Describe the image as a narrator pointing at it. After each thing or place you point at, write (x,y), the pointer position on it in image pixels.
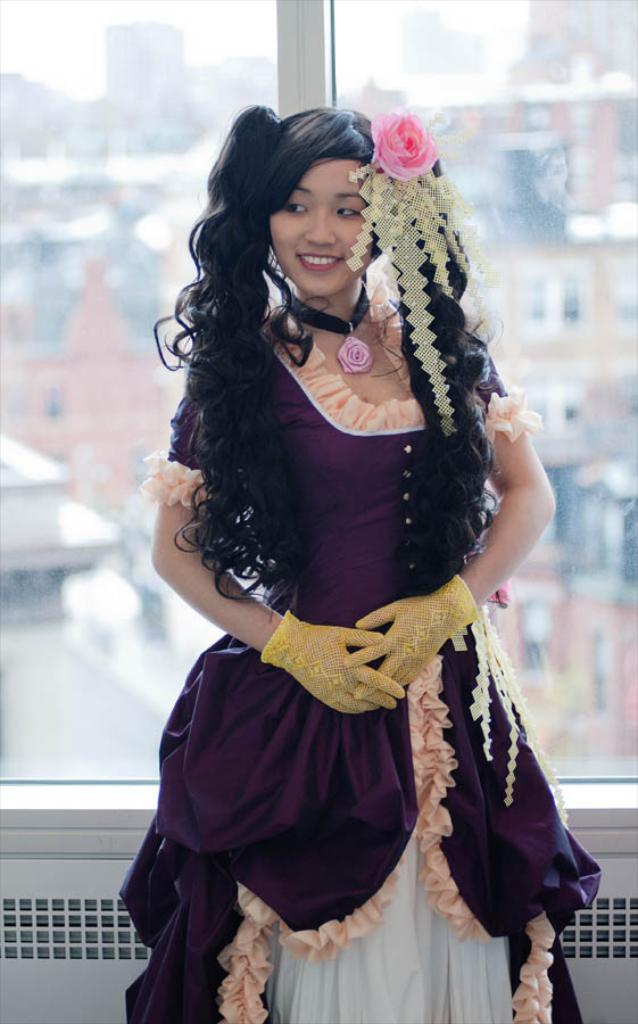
In this image we can see a woman (316,812) standing on the floor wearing a costume (375,212). In the background (166,50) we can see sky (483,86) and buildings (145,265).
